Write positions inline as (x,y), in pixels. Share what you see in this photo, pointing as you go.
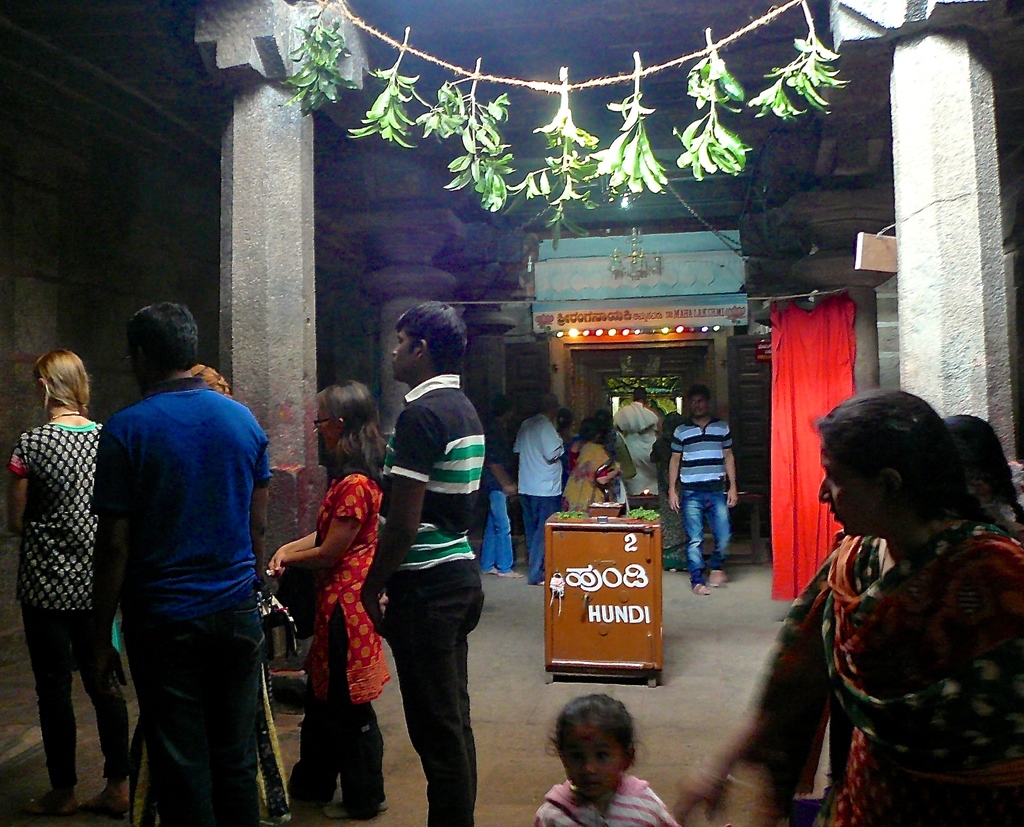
It is an inside of a temple (714,350). left side (326,702) few people (57,373) are standing, in the right side (893,644) a woman (911,569) is standing.
